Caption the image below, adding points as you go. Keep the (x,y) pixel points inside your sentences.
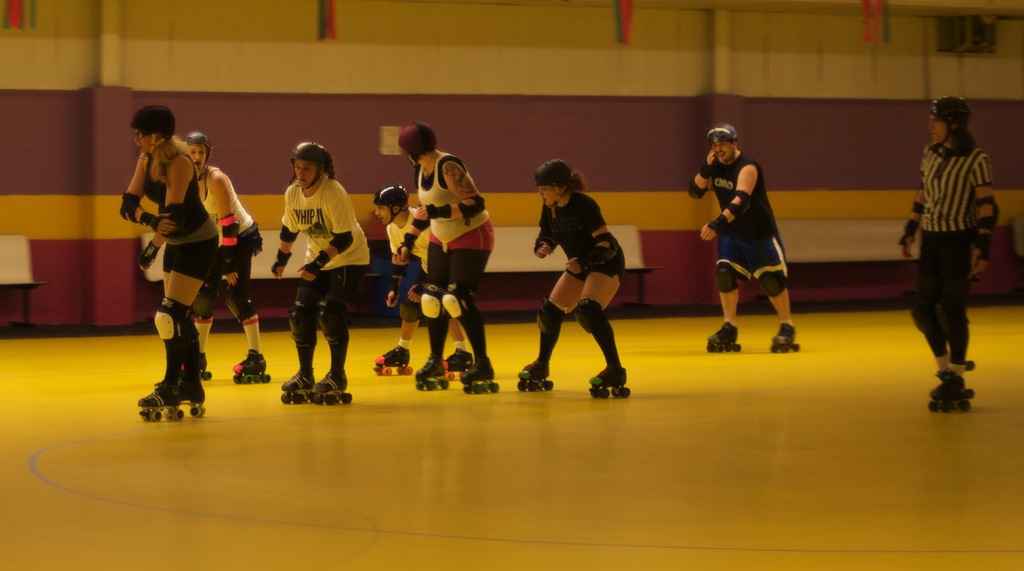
In this image, we can see persons (415,236) wearing clothes (932,208) and skating on the floor (221,364). There are benches (637,264) in front of the wall (514,109).
